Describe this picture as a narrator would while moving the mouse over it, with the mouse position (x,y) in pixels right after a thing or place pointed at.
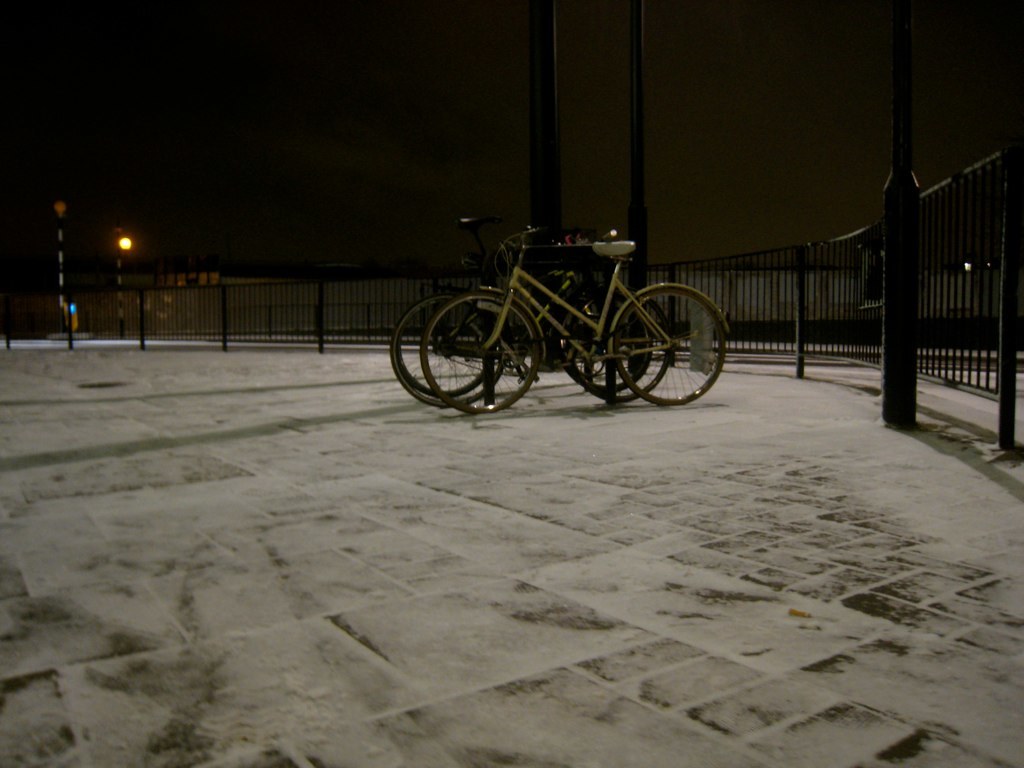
In this image I can see few bicycles (601,243) in the centre (619,399). On the right side (817,354) and in the background (40,302) I can see few poles (904,224), iron fencing (806,247) and on the left side of this image (126,236) I can see a light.
